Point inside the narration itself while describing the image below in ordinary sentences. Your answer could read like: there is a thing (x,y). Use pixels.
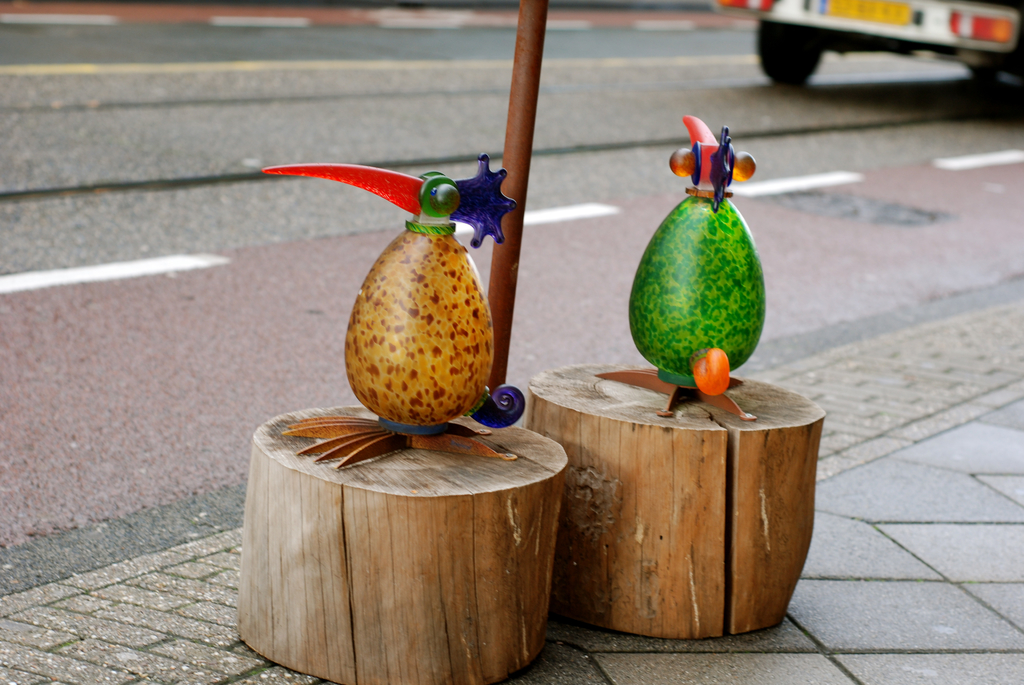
There are two objects (408,296) on two wooden pieces (474,534) on the road (466,152). In the background (861,2) there is a vehicle (832,24) on the road (537,192).
